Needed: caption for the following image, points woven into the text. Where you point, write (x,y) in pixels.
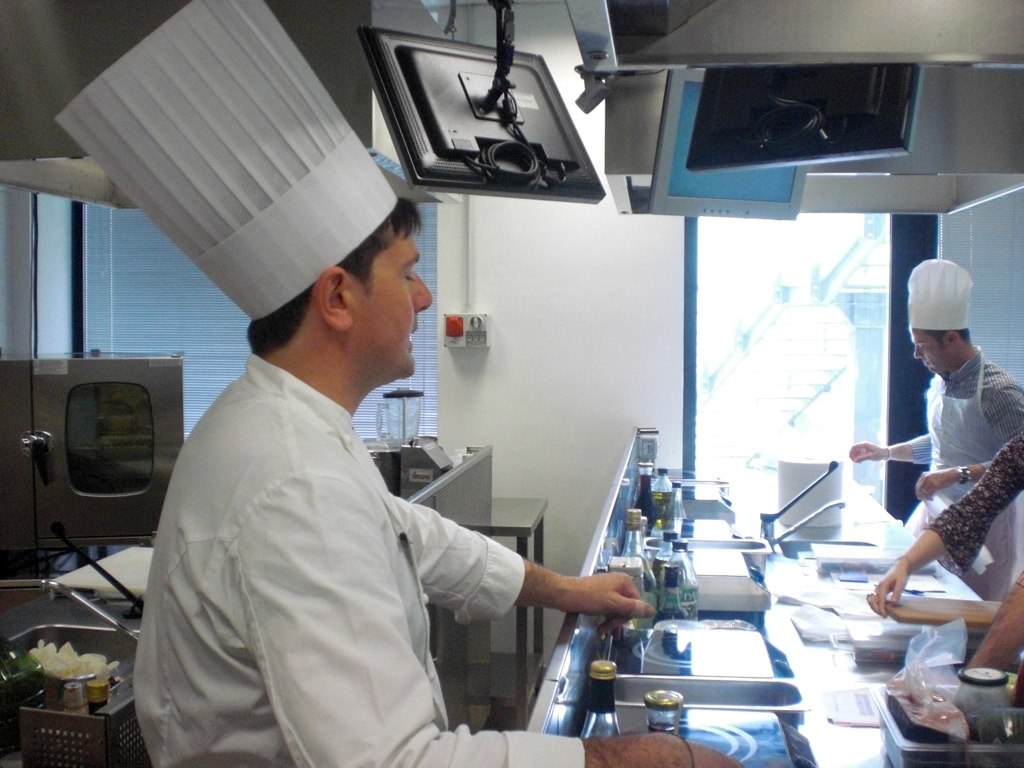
In this image inside the kitchen (442,621) there are few people (1009,413). On the counter (634,633) there are bottles (666,495), container (753,696) few other things (835,627) are there. On the top (748,127) there are screen (582,145). Here there are few other kitchen instruments (102,417). In the background (755,343) there is a door (775,393). here there is a window (176,315) with blinds (176,315). In the foreground (241,540) a man (257,460) is wearing white apron (312,445) and cap (240,194).
